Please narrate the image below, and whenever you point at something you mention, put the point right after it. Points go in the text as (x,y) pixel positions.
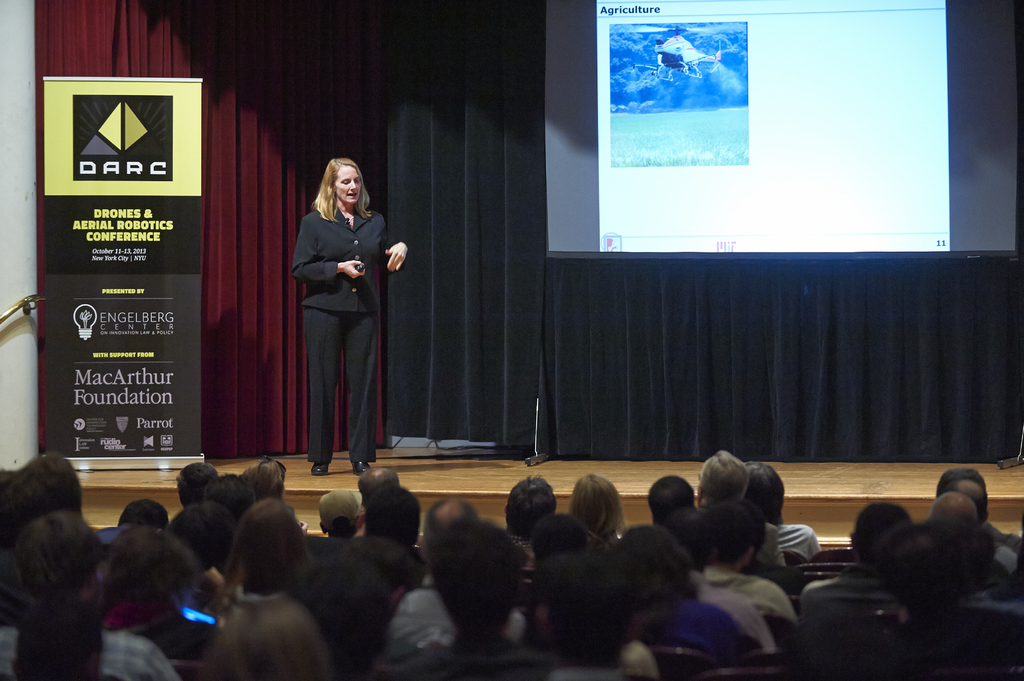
These people (317,668) are sitting on chairs (950,672) and this woman (356,384) standing and talking. We can see banner (199,180). In the background (639,159) we can see screen (680,93) and curtains (431,118), in this screen (677,129) we can see helicopter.
